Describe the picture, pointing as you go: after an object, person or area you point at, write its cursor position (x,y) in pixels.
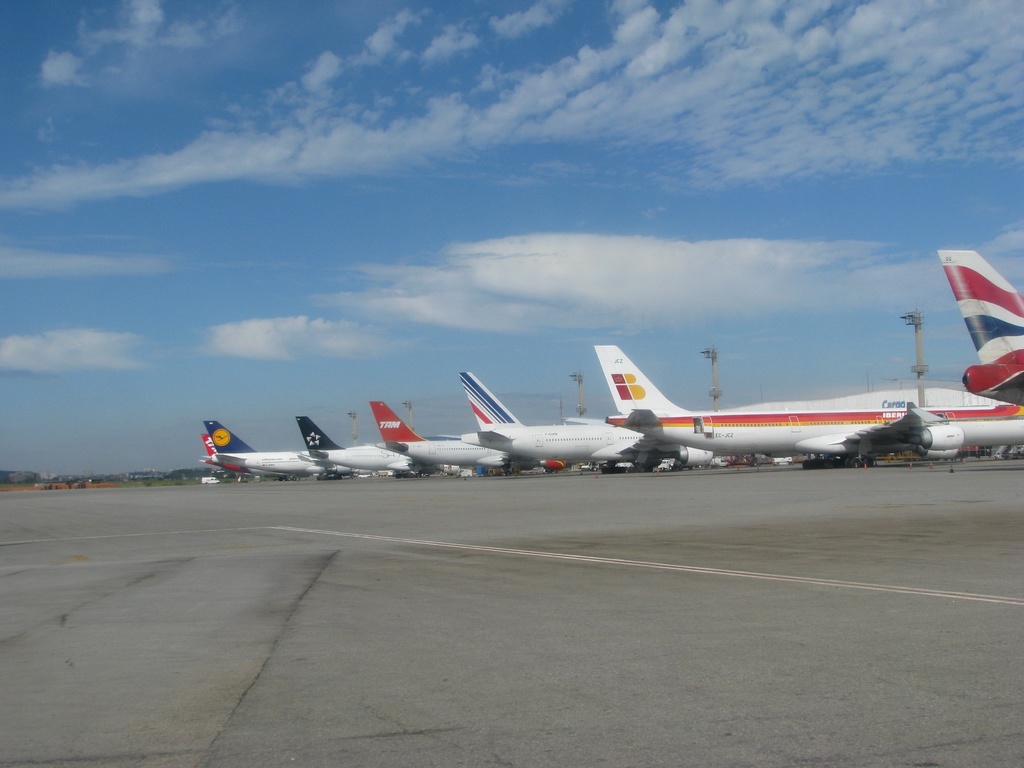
In this image there are few flights (509,433) on the runway (588,490), there are few poles (412,416) and some clouds (790,96) in the sky (469,227).
